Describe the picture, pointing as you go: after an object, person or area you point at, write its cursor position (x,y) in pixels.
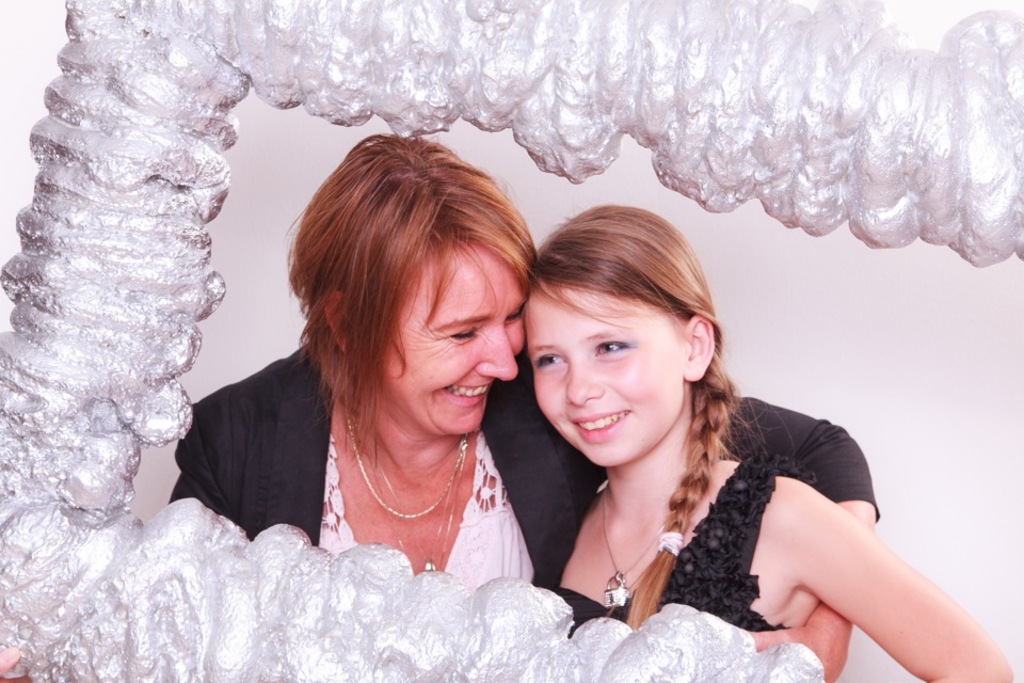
In this image I can see a woman (344,294) and girl (683,417) and they both are smiling wearing black color dress (724,513) and around them I can see a silver frame (157,210).
